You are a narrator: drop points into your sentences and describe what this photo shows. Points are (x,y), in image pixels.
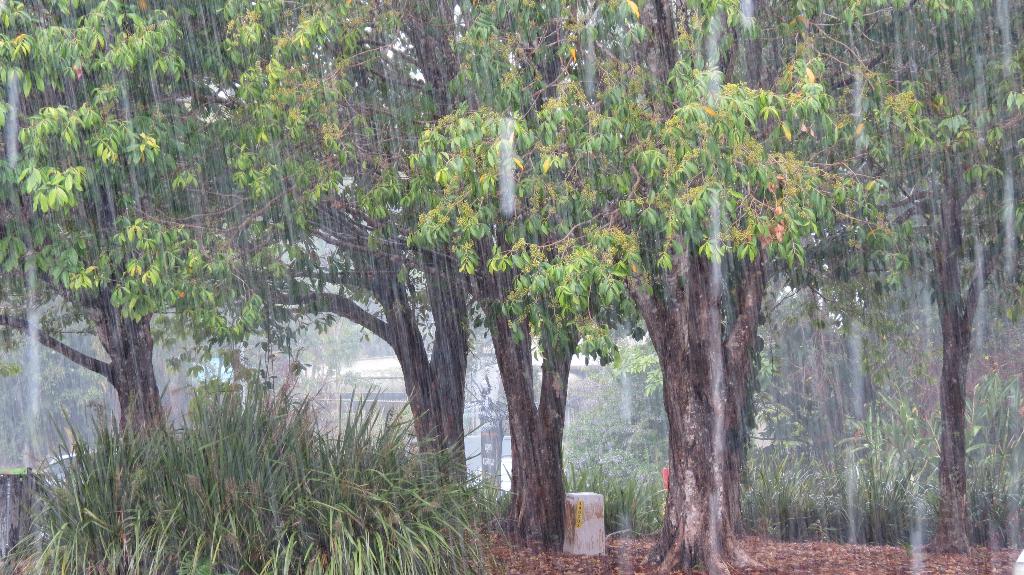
This picture is clicked outside. In the foreground (286,498) we can see the grass (269,485) and in the background (637,373) we can see the sky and the rain (927,50) and we can see the green grass (870,467) and some other items (365,393).
